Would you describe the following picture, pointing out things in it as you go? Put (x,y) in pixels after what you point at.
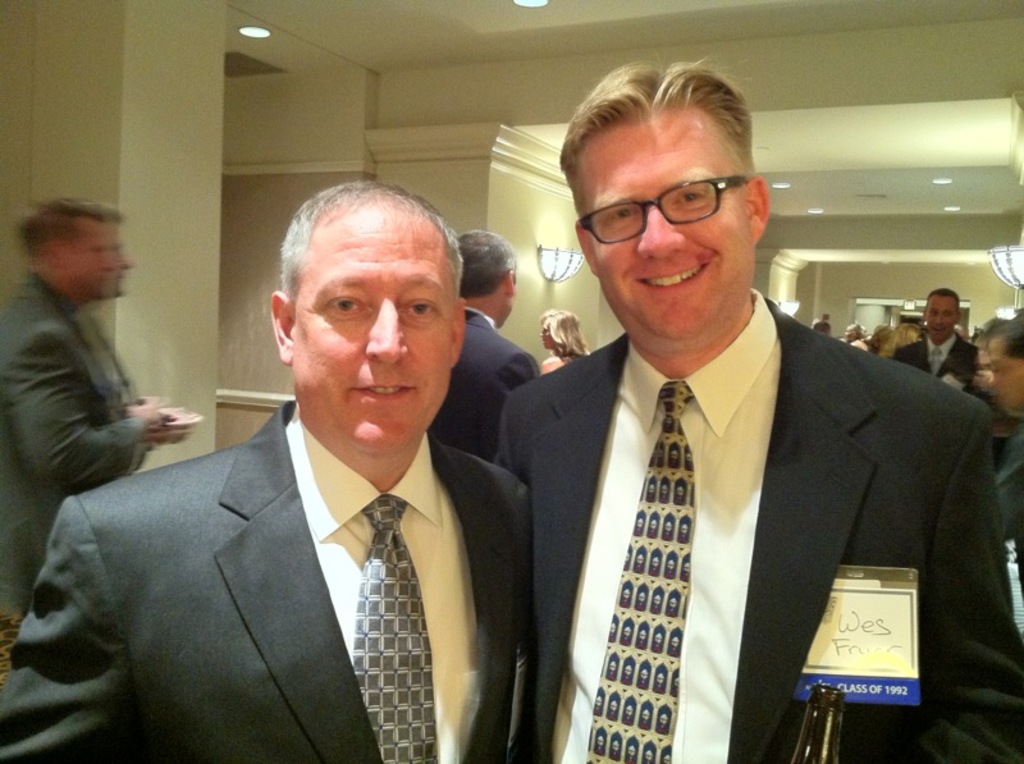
In this image I can see two persons (608,301) standing. The person (640,512) at right (783,534) wearing black color blazer (777,527), white shirt (744,508) and the person (287,539) at left (263,546) wearing gray blazer (209,554) and white shirt (360,541). Background (420,170) I can see few other persons (950,353) standing, wall (430,152) in cream color.
